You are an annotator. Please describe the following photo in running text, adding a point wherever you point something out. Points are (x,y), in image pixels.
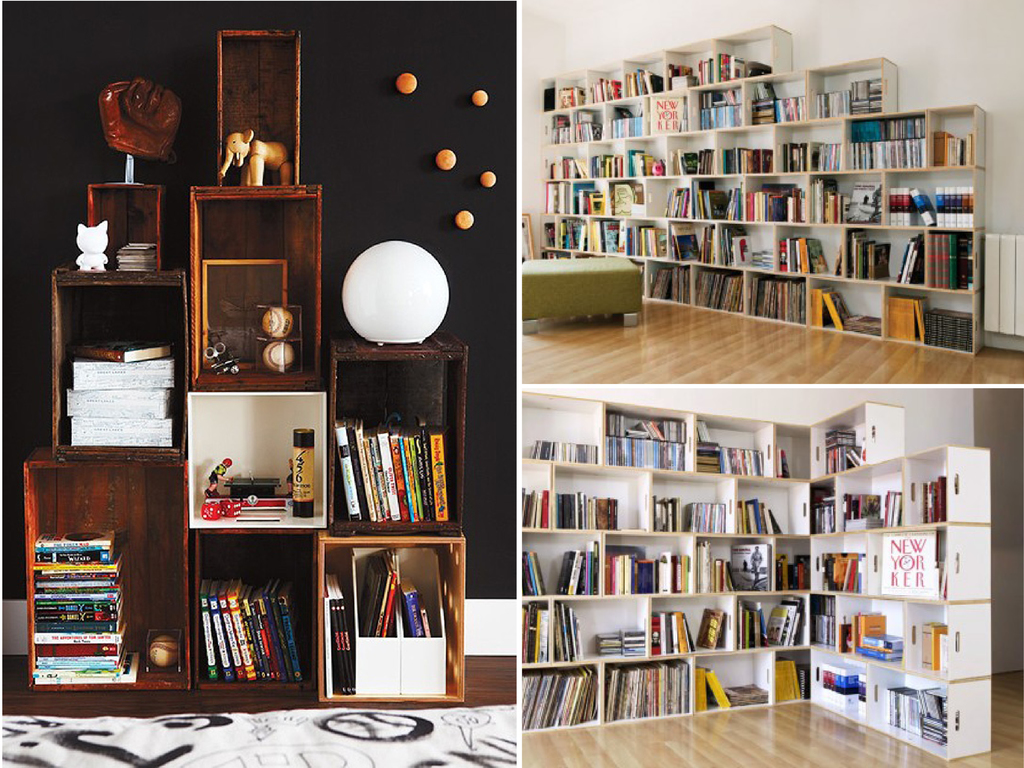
In this picture there is a three collage photograph of the wooden racks (770,458) full of books (826,150). On the left side (149,616) there is a brown color rack (141,629) with books (381,554) and white color round light (414,302).
